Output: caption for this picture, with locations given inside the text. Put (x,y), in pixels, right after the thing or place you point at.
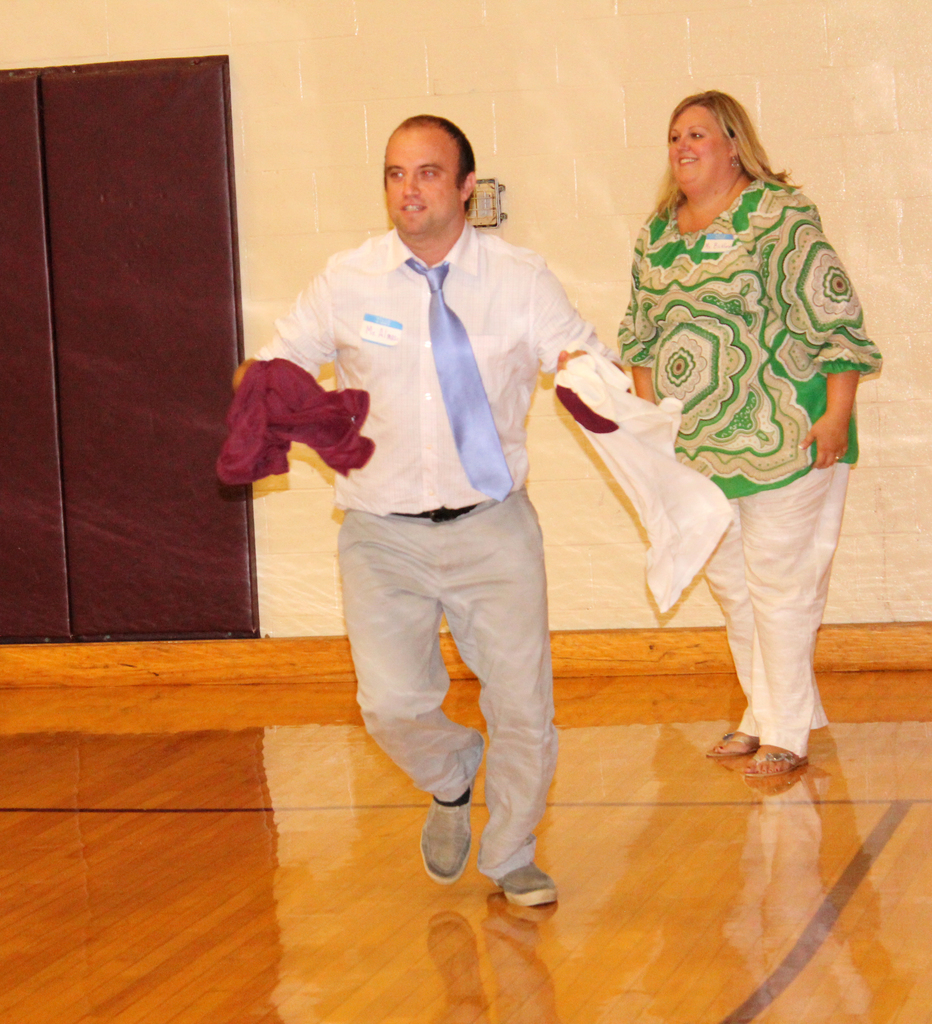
In the image in the center (438,539) we can see two persons (431,472) were standing and they were holding cloth (629,475). And we can see they were smiling, which we can see on their faces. In the background (539,100) there is a wall (567,109), door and switch board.
